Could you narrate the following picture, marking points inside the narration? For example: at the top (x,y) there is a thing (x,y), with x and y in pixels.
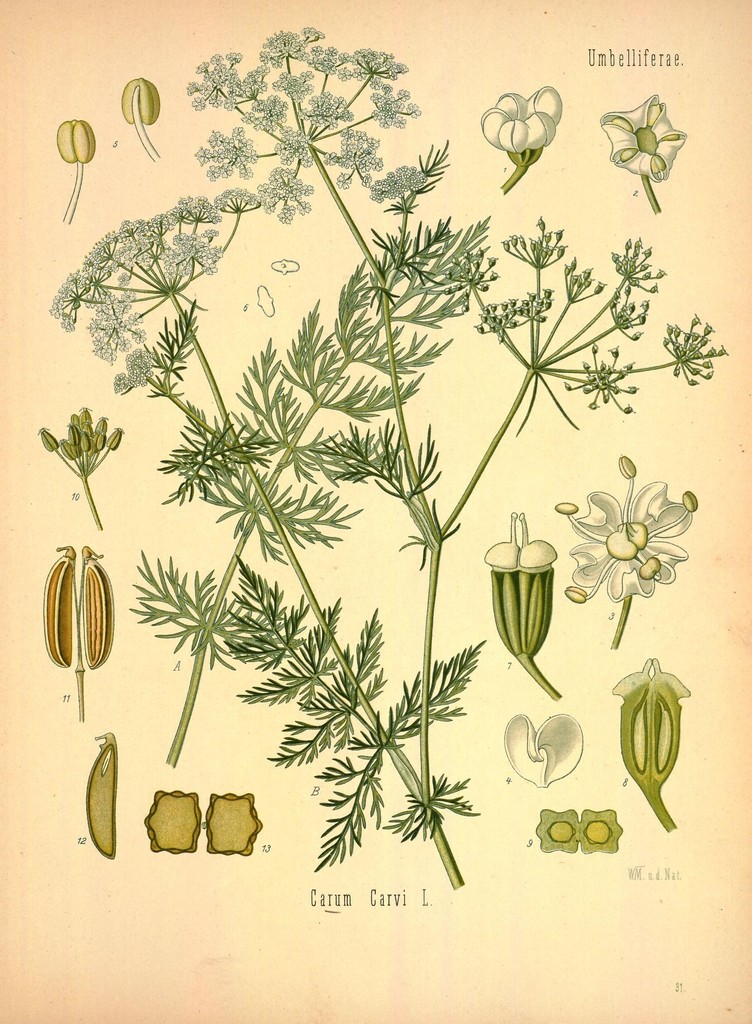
In this image we can see poster (327,583) of a plant (300,572) which has some leaves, flowers (206,160) and some other items (50,587).
